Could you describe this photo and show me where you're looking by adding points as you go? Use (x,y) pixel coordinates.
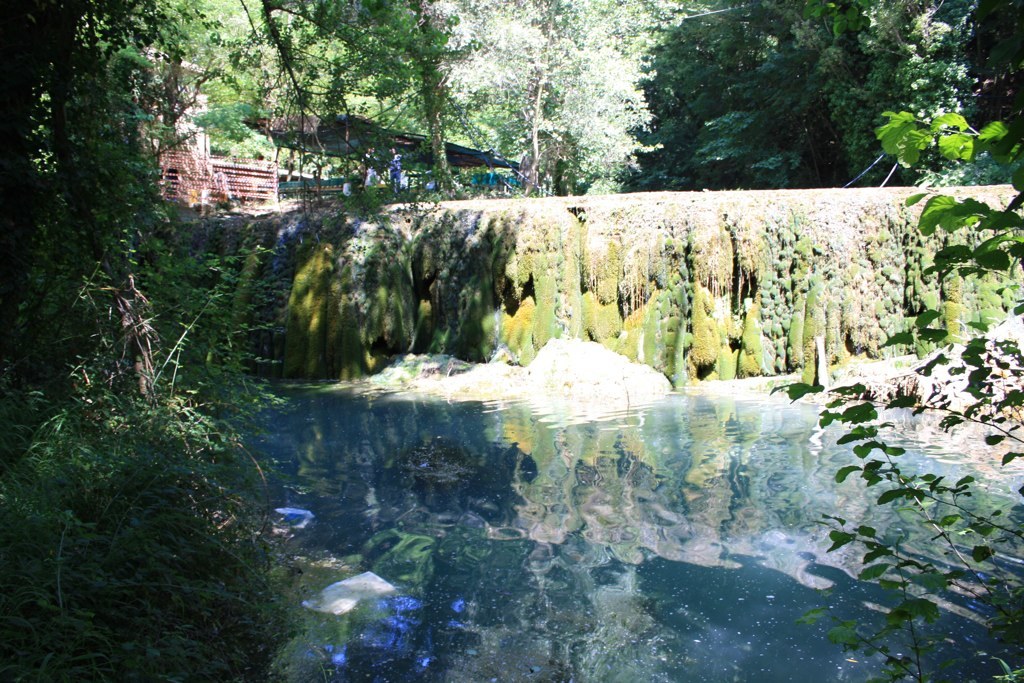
As we can see in the image, there are lot of trees (435,163) and in the middle (525,322) there is a green color algae (610,333) and here there is water (588,537).
